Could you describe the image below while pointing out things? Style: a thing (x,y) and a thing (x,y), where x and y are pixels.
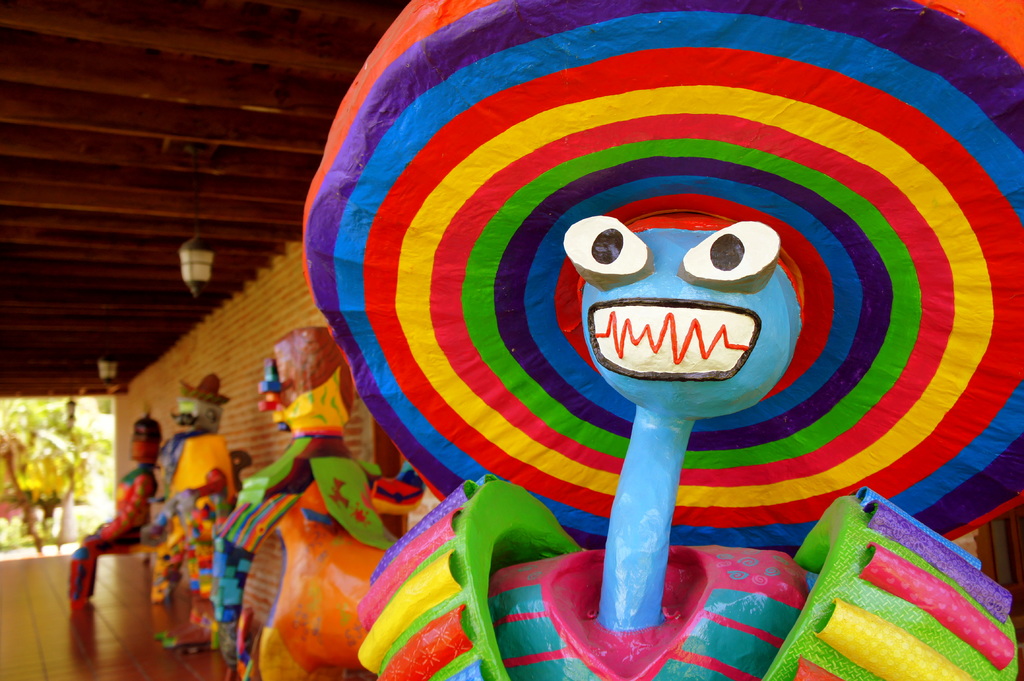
In this image we can see some colorful things (357,480) which are placed on floor (147,575) are in different shapes and in the background of the image (274,573) there is a wall (285,302) and top of the image (253,212) there is roof (144,337) and some lamps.
